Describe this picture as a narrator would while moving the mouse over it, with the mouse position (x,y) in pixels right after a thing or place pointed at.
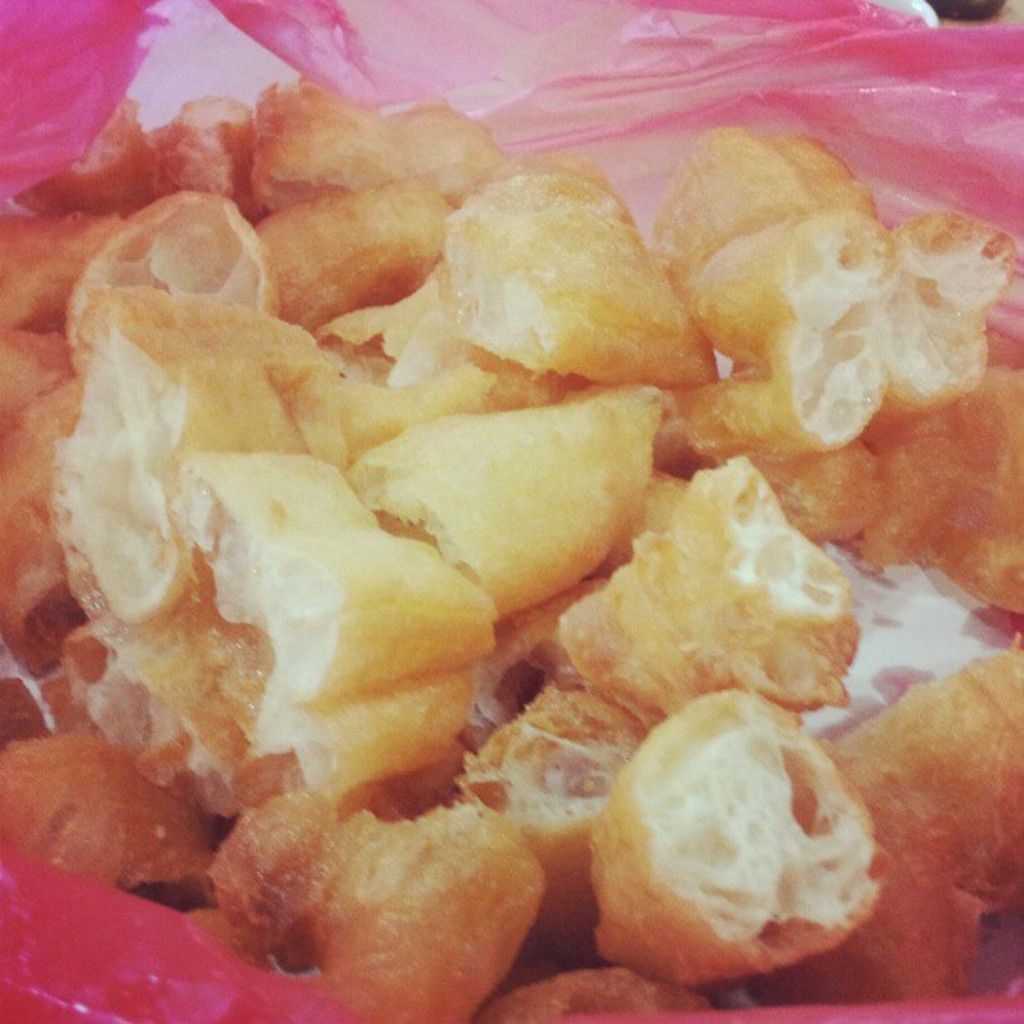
This picture contains eatables (536,244). In the background (419,67), we see a pink color plastic cover (709,125).
